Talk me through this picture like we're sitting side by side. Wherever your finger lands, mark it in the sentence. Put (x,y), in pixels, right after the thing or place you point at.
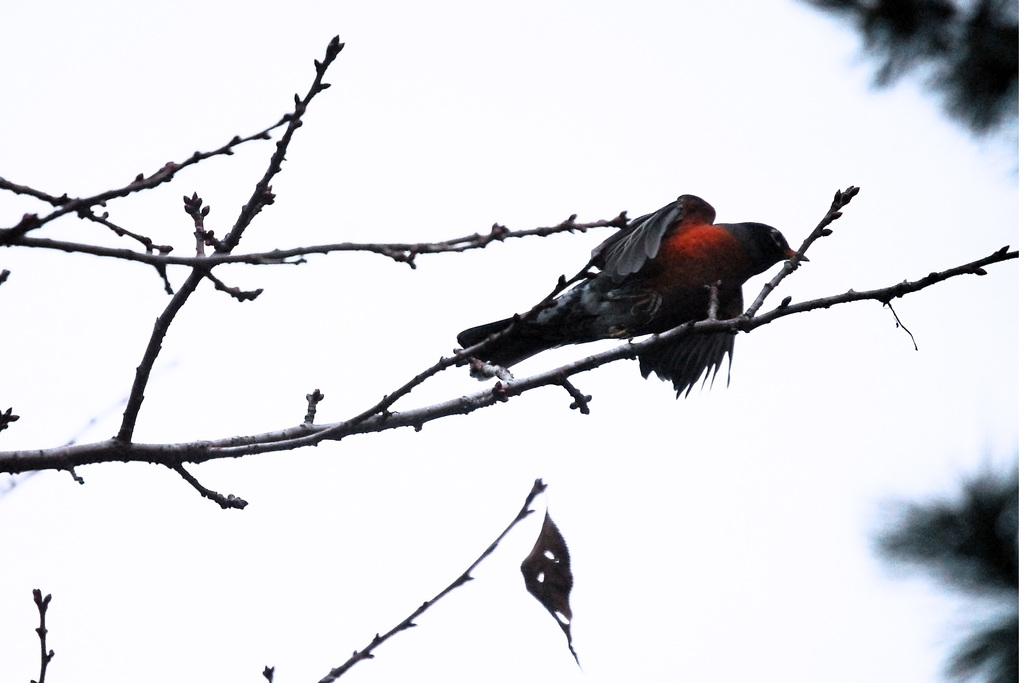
In this picture there is a bird (643,227) on the tree branch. On the right (1017,536) I can see the trees (937,581). In the back (691,501) I can see the sky (659,567).
